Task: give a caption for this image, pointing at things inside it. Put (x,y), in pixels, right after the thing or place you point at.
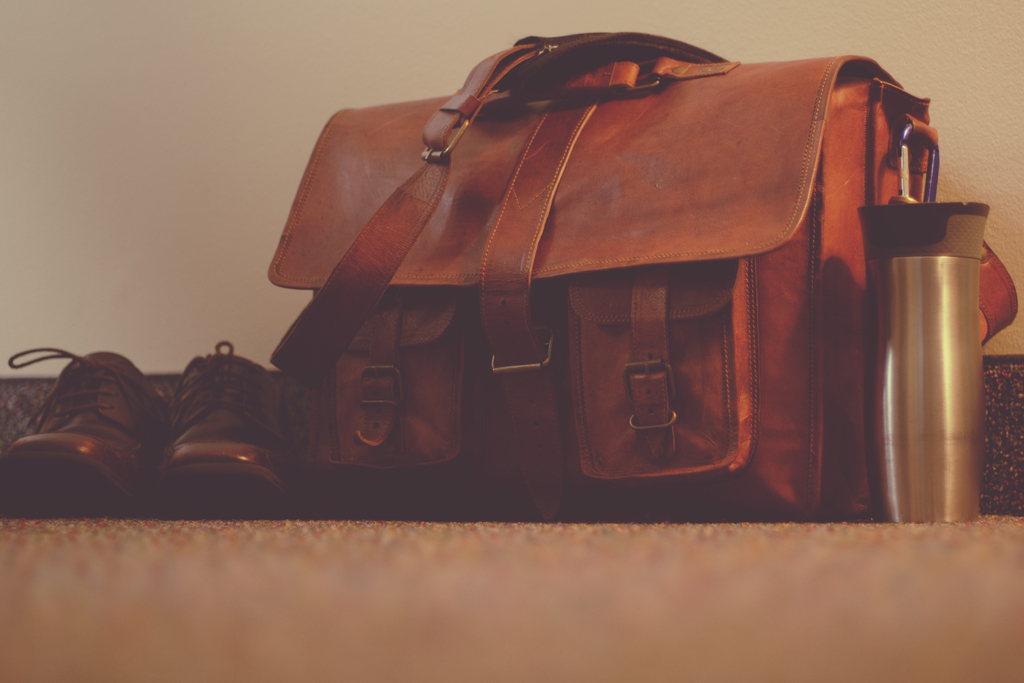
This picture is mainly highlighted with a brown colour leather bag (446,253), shoes (234,448) and a bottle (906,499).
